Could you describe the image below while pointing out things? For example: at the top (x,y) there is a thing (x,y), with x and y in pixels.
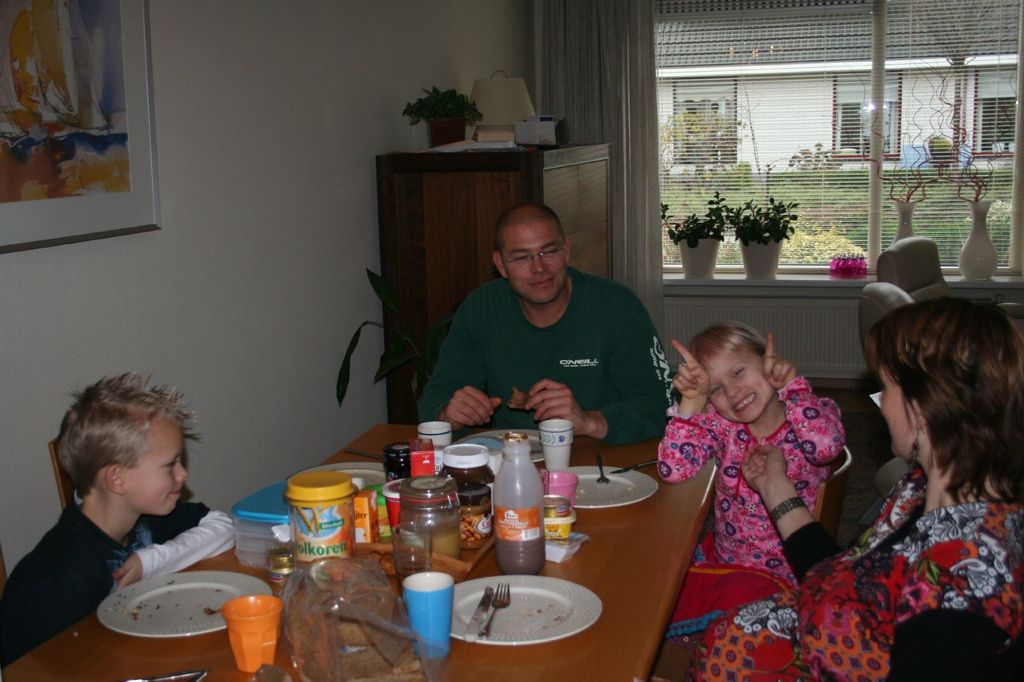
The image is taken inside a room (270,307). In the center of the room (373,548) there is a table (96,618). There are people (691,413) sitting around a table (281,522). There are chairs (889,266). There is a wardrobe (596,261). In the background (712,268) there is a window (760,78), a curtain (584,49) and plants (740,234) which are placed on the wall (749,290). On the table (464,642) there are glasses (406,605), bottles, plates (463,629), spoons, forks (490,617) and some boxes (319,546).
